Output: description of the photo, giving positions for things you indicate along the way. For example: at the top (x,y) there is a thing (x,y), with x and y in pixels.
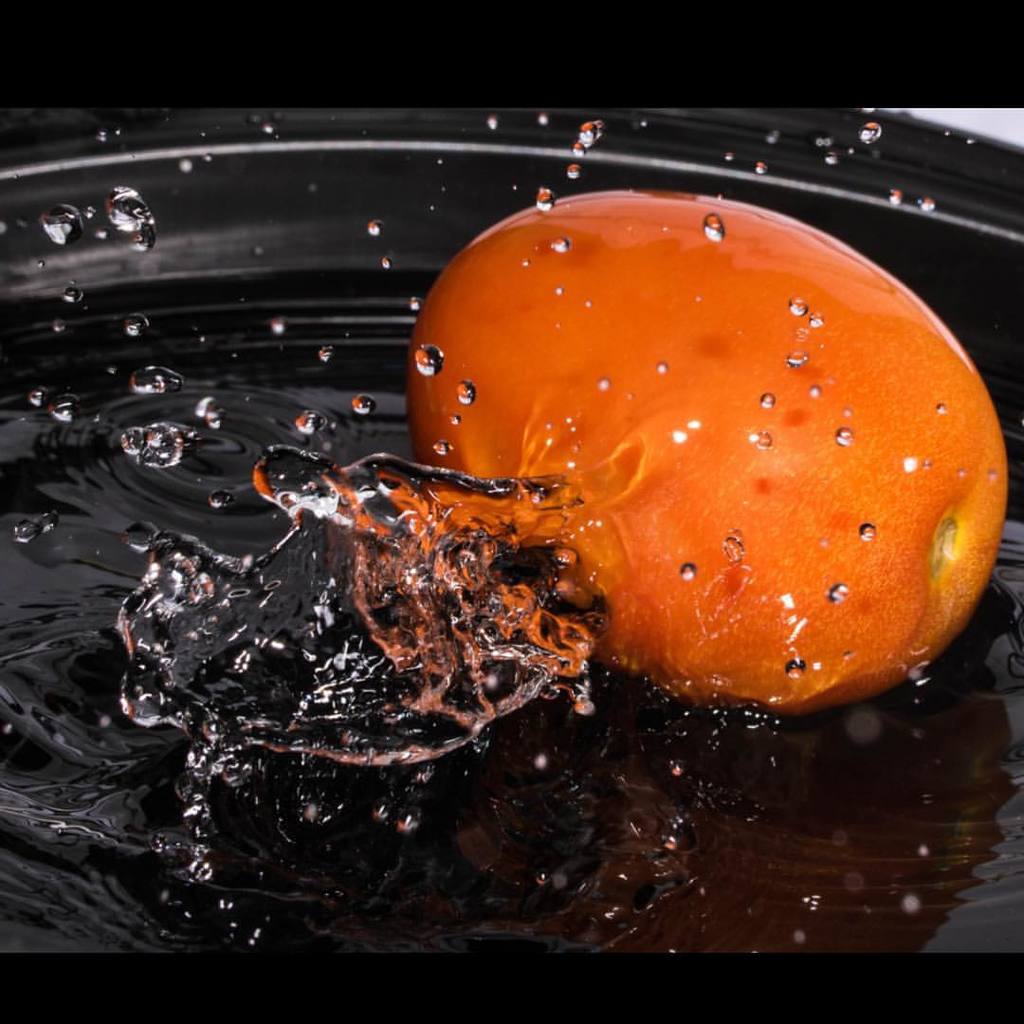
In the center of this picture (618,353) we can see a red color object (729,356) seems to be a tomato (729,421) placed in a black color object (875,177) which seems to be a pan (859,232) and we can see the water (260,685) and we can see the droplets of water (436,369) in the air (404,373).
